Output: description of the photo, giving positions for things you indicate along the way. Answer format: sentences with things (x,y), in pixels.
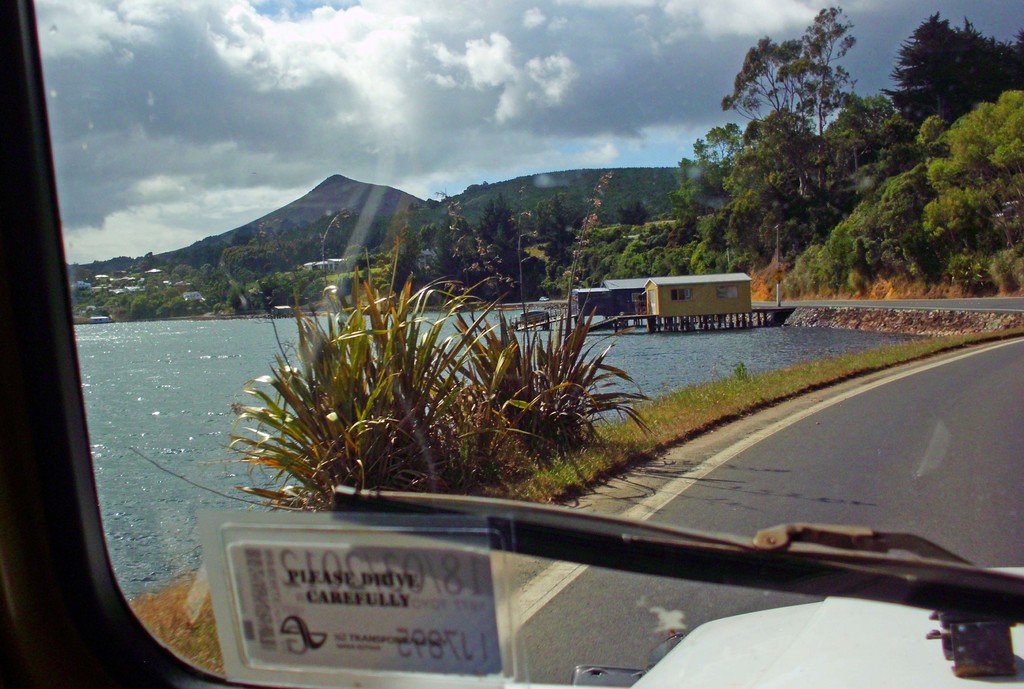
Completely an outdoor picture. Sky (571,48) is cloudy and it is in white color. This is a river (166,349). River (140,451) has fresh water (142,420). Plants (467,387). Grass (839,361) is in green color. Far there are house (672,290) on river (641,327). Far there are mountains (583,200) and hills (348,181). Trees (682,180) are in green color. Road (960,393). A vehicle wiper (709,540).
